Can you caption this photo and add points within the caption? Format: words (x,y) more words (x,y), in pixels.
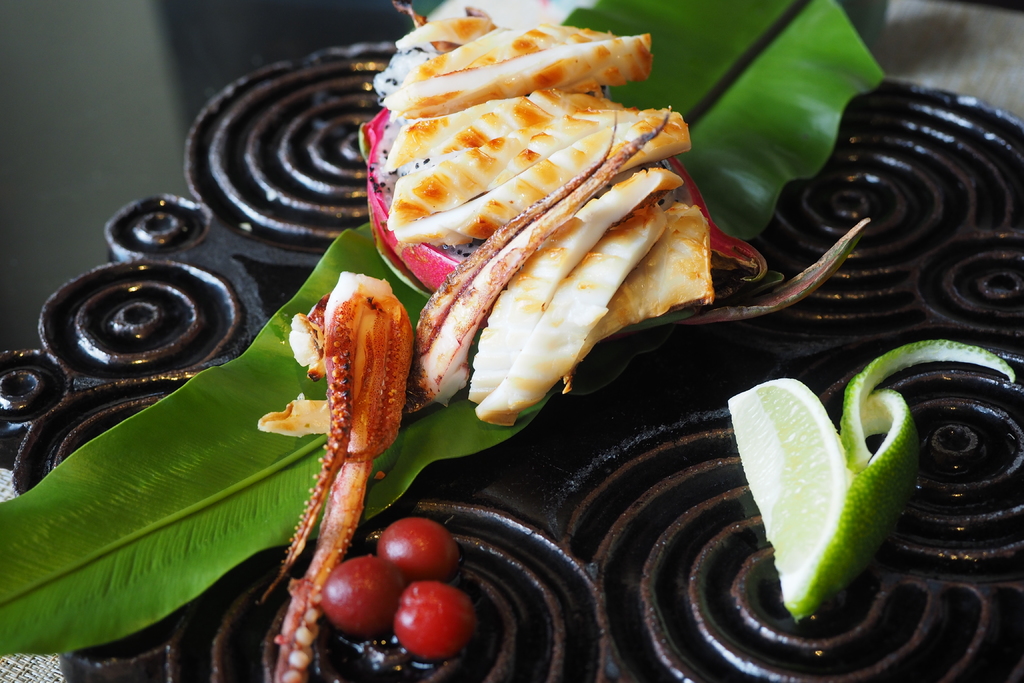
In this image in the center (408,424) there is a leaf (147,431), and on the leaf (162,431) there are some dishes (517,210) and on the right side of the image (774,503) there is one lemon (754,454) and also there are some cherries (454,543). At the bottom (735,536) there is some object (854,610), and it looks like a plate (170,359) and in the background (144,92) there are some objects (948,49).
